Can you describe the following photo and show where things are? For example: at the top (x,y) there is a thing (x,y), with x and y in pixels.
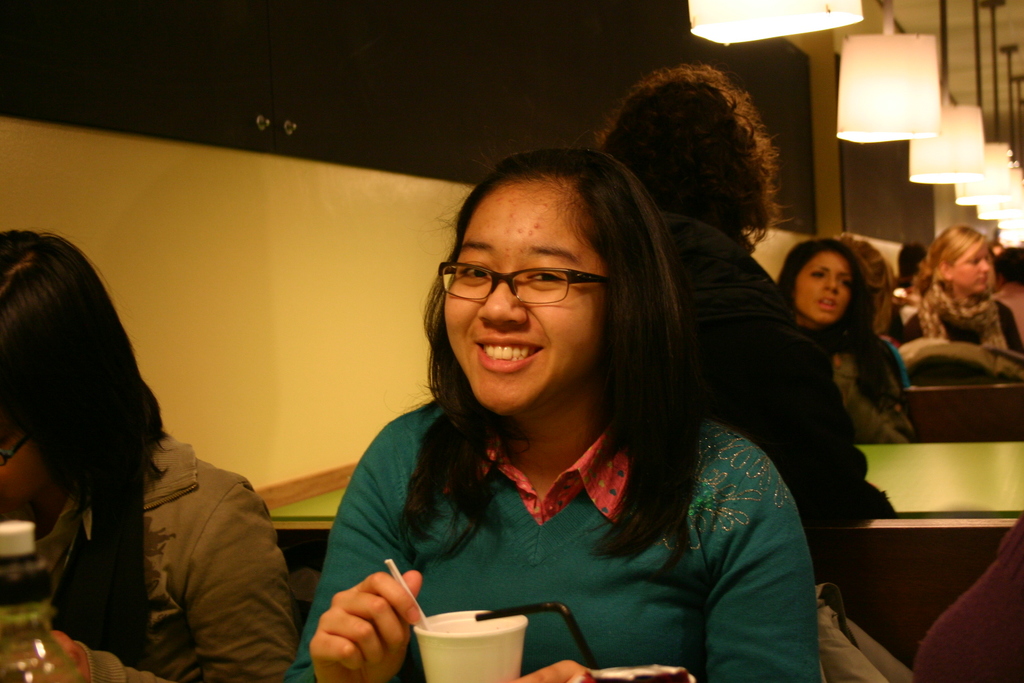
The woman (494,393) in the middle of the picture (544,447) wearing blue jacket (651,593) is holding the glass (448,660) in her hands (397,599) and she is smiling. Beside her, woman (96,595) in brown jacket (185,496) is sitting on the chair (857,540) and in front of them, we see a water bottle (50,614). Behind them, we see people (950,335) sitting on the chairs (974,417) around the table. On the left corner of the picture (245,262), we see a white wall (331,252) and a black board (316,132). This picture might be clicked in a hotel.
